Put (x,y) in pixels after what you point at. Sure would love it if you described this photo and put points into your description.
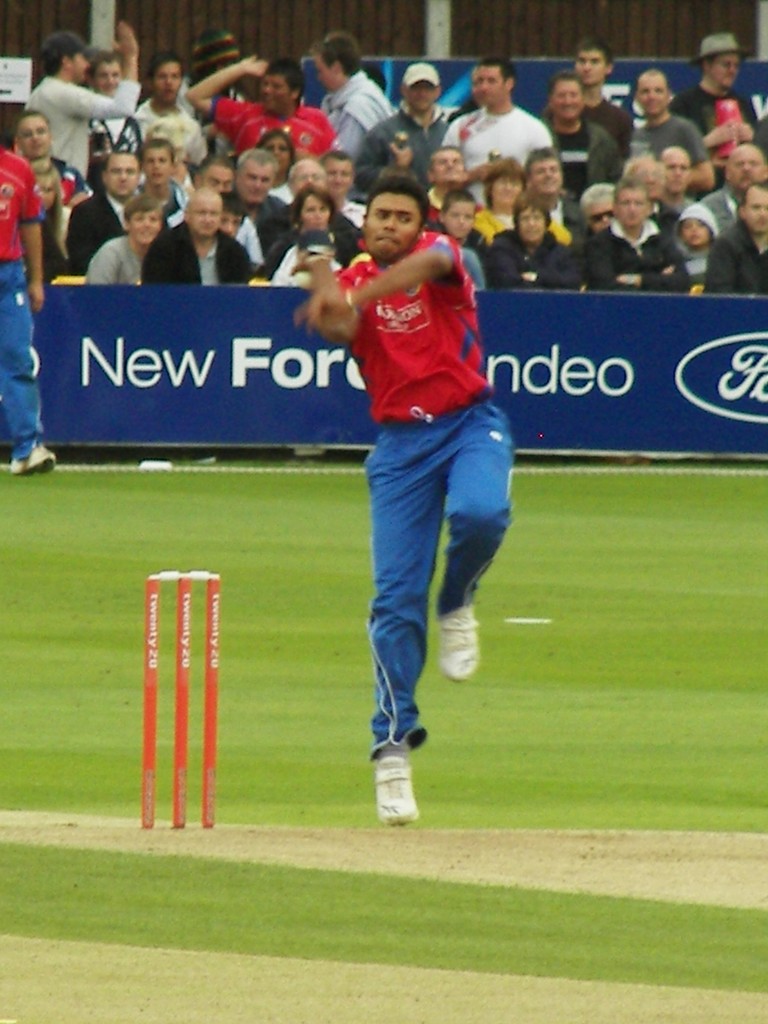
In the picture I can see group of people (426,532) are standing among them the man (377,539) in the front (370,505) is running and holding an object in the hand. I can also see wooden stumps (195,578), the grass (233,586), fence (352,428) and some other objects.
